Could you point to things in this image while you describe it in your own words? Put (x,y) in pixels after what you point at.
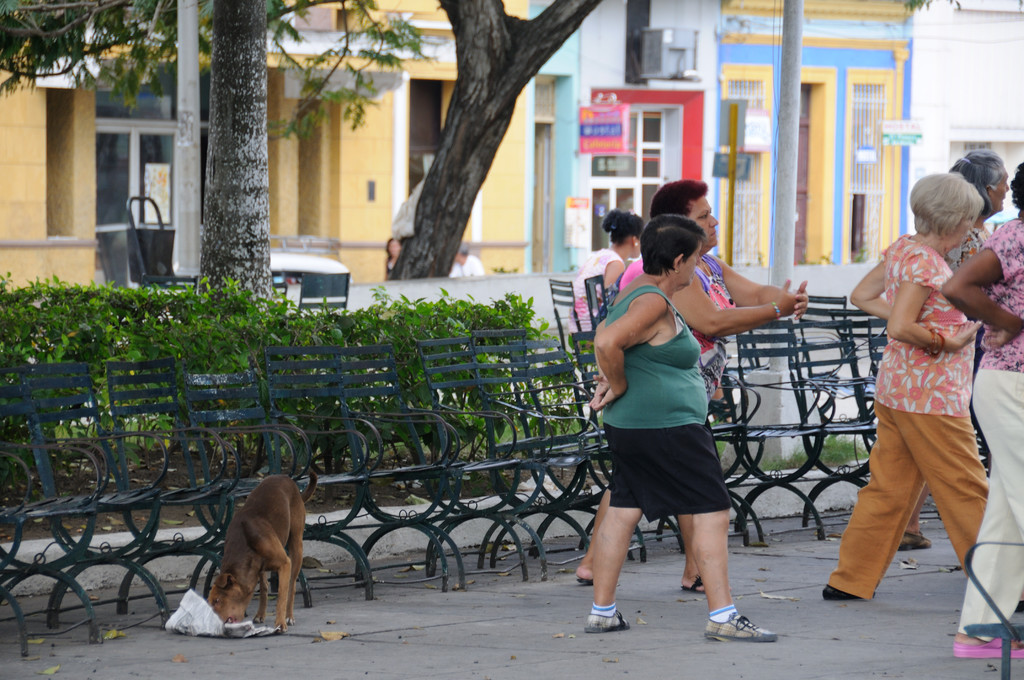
This is the picture of a place where we have some people (944,450) on the road (672,599) and around there are some plants (410,370), trees (443,249) and some buildings (524,253) and to the side there is a dog (252,581).
